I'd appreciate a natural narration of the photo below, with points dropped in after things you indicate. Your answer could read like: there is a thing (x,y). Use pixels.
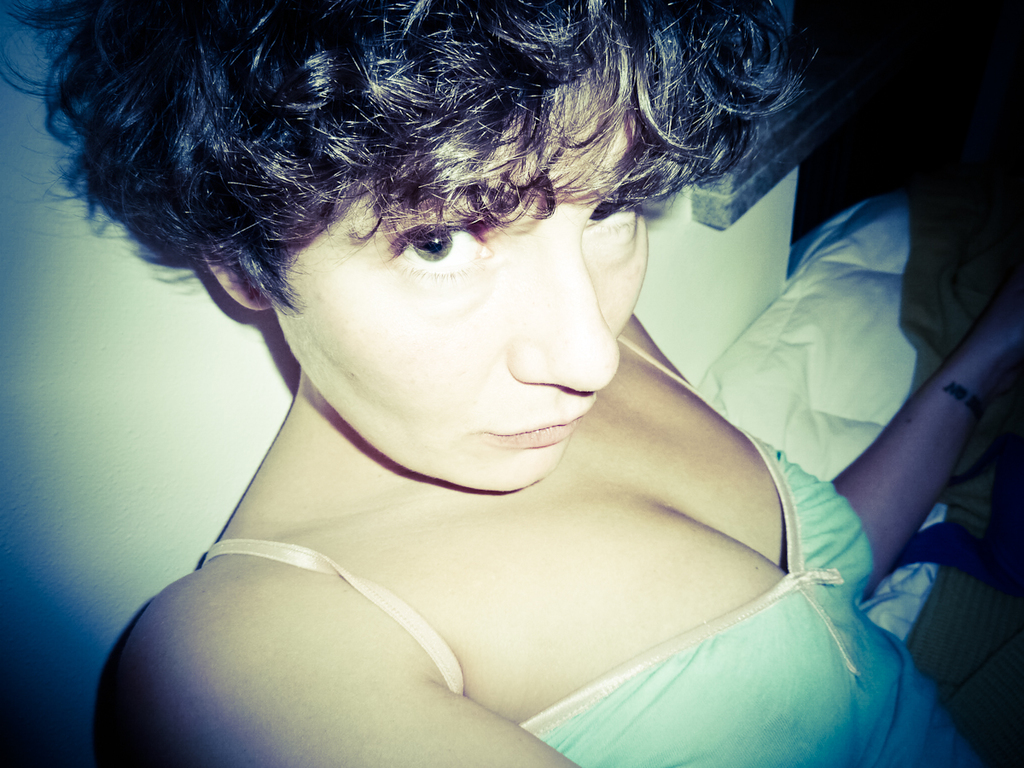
In this image there is a woman (610,549) sitting. Beside her there is a pillow (808,400). Background (93,396) there is a wall (63,430).
